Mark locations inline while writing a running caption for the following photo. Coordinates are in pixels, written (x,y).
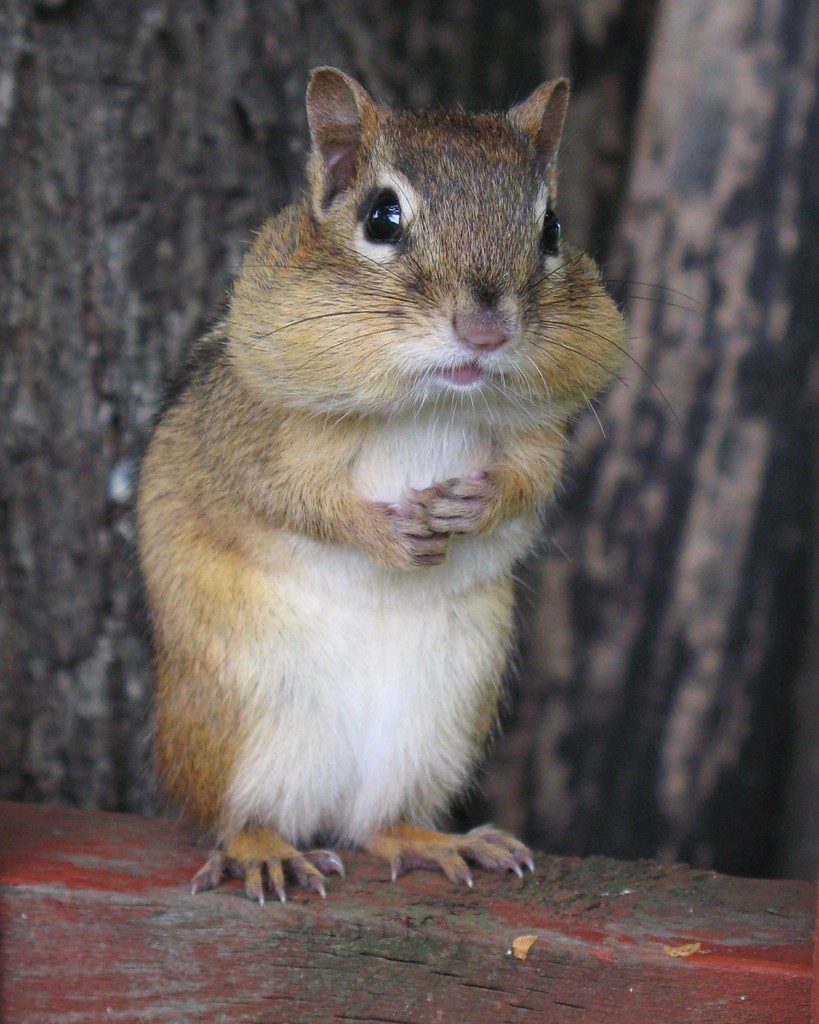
In the image there is a squirrel (236,688) standing on the wooden log (268,915). Behind the squirrel (219,529) there is a blur background (609,720).
